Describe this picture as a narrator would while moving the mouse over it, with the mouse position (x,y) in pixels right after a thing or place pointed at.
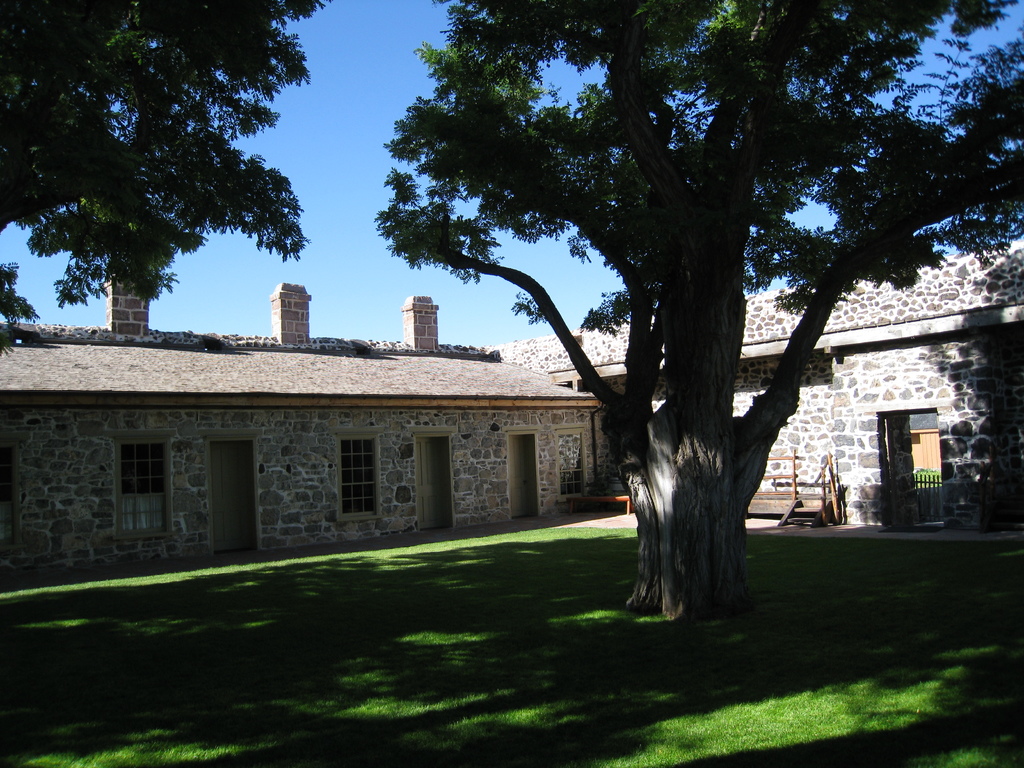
In this image, we can see buildings (461,429), trees (642,459) and there is a bench (610,498). At the bottom (627,709), there is ground (583,702) covered with grass (426,693).
